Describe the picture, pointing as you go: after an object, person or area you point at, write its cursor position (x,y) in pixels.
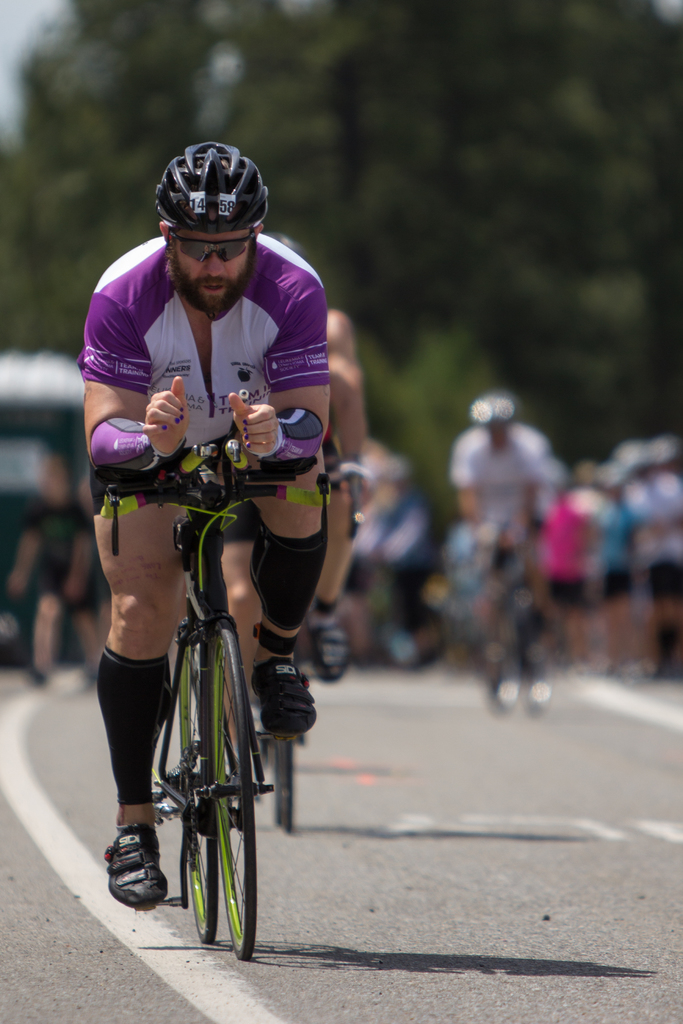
In this image On the left (155,465) there is a man (177,339) he is riding bicycle (246,739) he wears t shirt (139,355), shorts (96,511) and helmet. In the background (62,479) there are many people (564,568), riding bicycles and some are watching them and there is road (443,730) and trees (443,223).
